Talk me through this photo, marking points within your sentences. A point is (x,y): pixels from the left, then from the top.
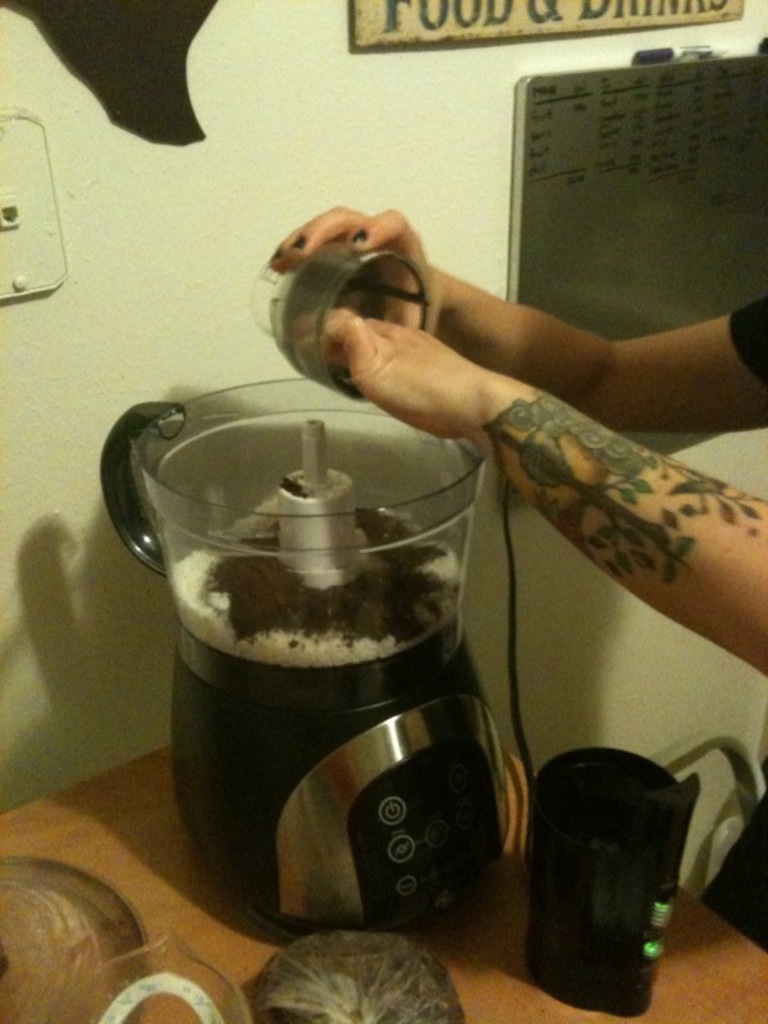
In this image there is a person (468,383) putting some ingredients (368,618) in a blender (294,569), the blender (368,605) is on top of the table (24,829).
